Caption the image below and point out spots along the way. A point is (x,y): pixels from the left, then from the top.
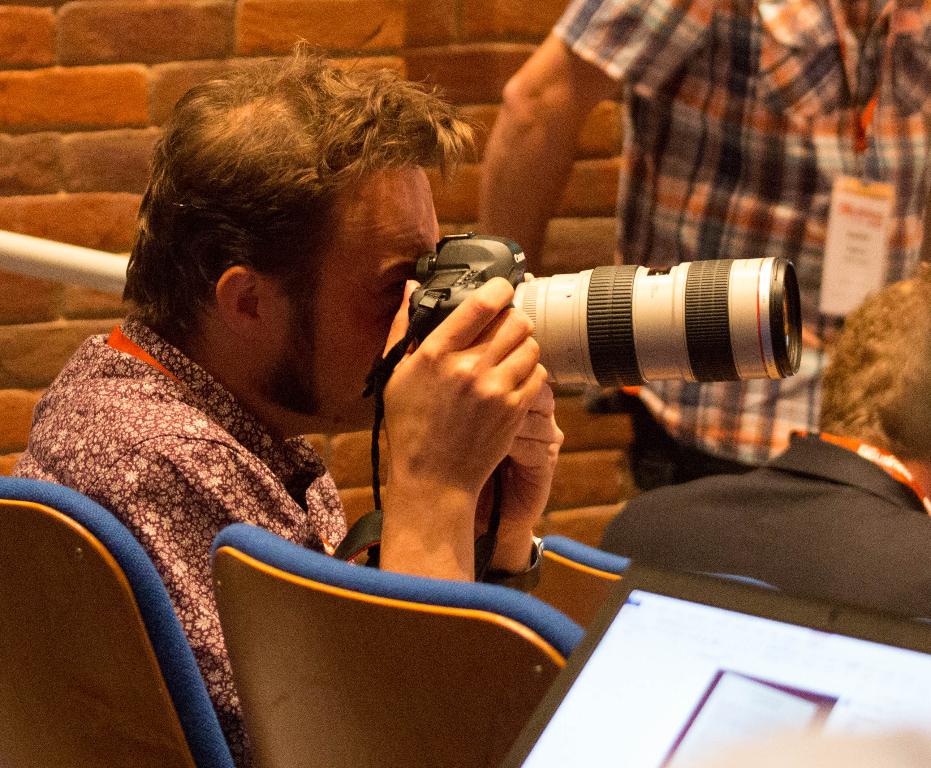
This picture shows a man (182,603) seated and holding a camera (541,294) in his hand (417,462) and we see a laptop screen (673,766) and a man (905,129) standing and another man (903,290) seated on the chair (568,570) and they wear id cards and we see a brick wall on the side.
